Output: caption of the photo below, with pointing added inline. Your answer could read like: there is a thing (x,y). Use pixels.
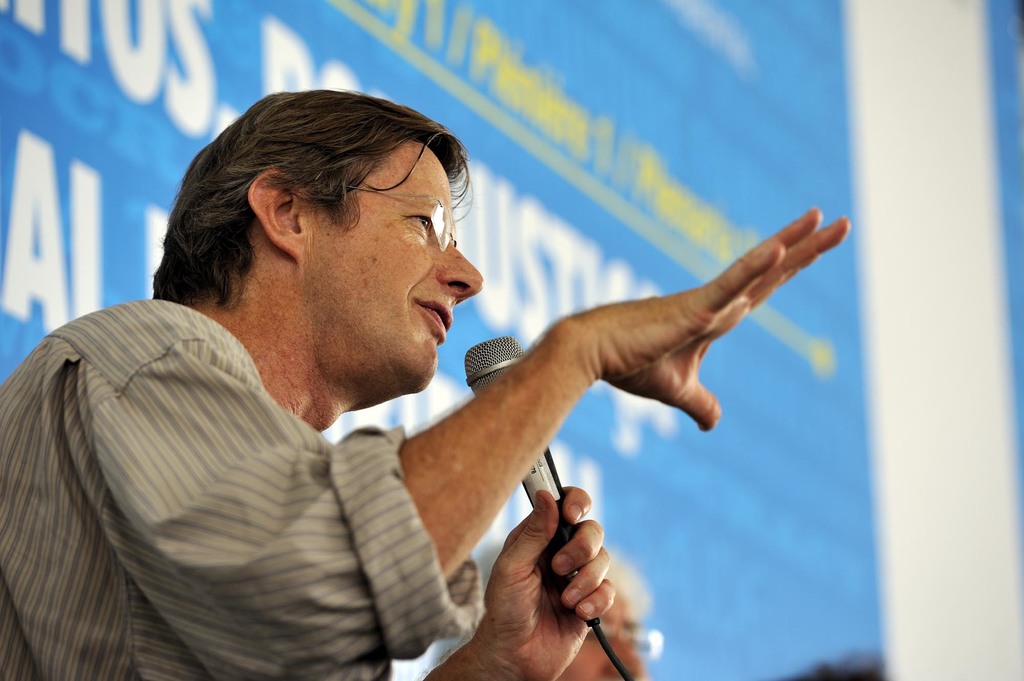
In this image we can see a man (346,349). He is holding a mic (565,583) in his hand (565,569). In the background (690,201), we can see a banner (835,168). At the bottom of the image (631,656), we can see two people (616,618).
